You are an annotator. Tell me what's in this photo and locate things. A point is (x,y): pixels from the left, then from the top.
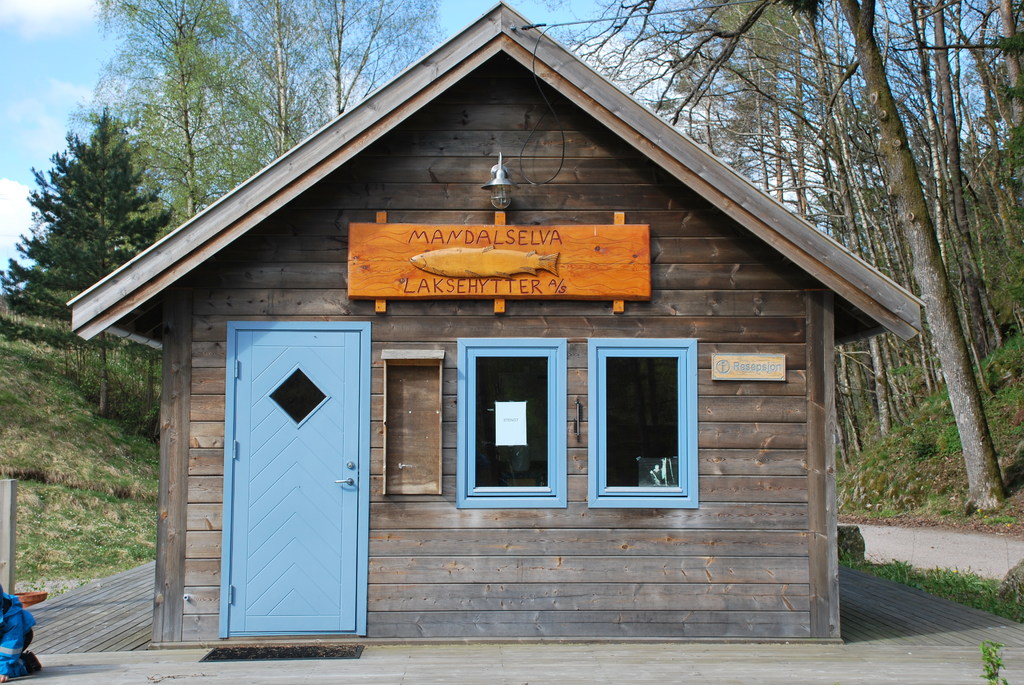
In this image I can see the wooden house (707,498) and I can see few boards (771,367), windows (691,506) and the door (319,465). In the background (197,199) I can see few trees (191,195) in green color and the sky (61,82) is in blue and white color.
